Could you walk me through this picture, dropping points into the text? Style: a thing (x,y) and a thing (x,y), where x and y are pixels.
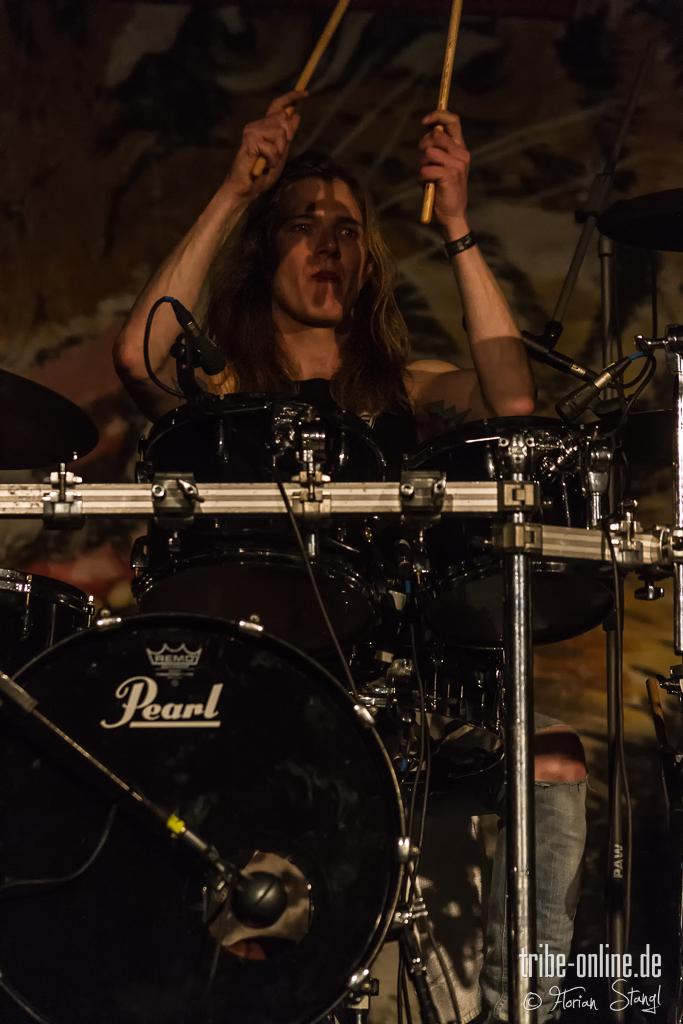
In the picture I can see a woman (170,262) in the middle of the image (417,368) and she is holding the drumsticks (452,39) in her hands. I can see the snare drum musical instrument (508,455).
